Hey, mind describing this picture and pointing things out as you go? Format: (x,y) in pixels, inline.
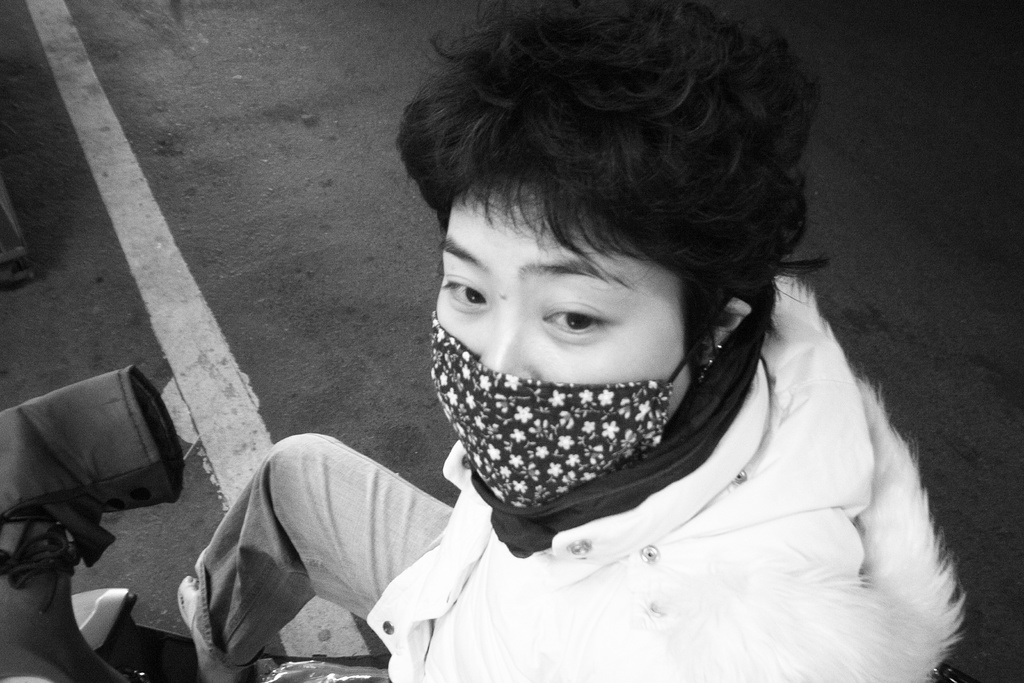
In this image we can see a person (529,403) wearing a nose mask (458,438).
